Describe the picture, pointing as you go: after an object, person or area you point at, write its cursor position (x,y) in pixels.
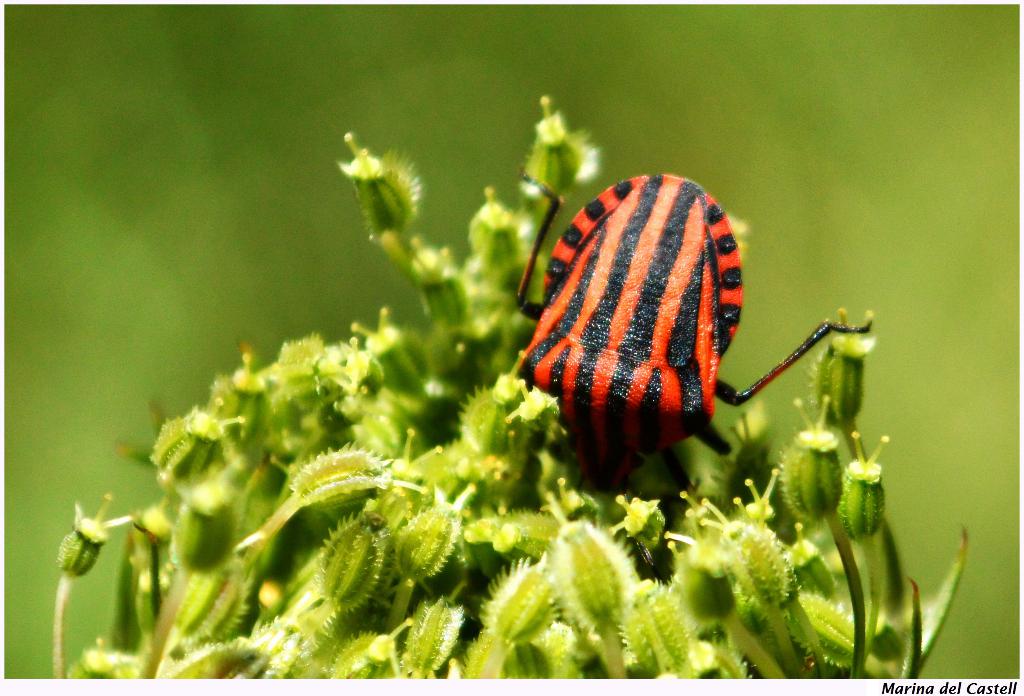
In this image we can see an insect (570,389) on the plant (471,464) and we can see the green background (643,76).
